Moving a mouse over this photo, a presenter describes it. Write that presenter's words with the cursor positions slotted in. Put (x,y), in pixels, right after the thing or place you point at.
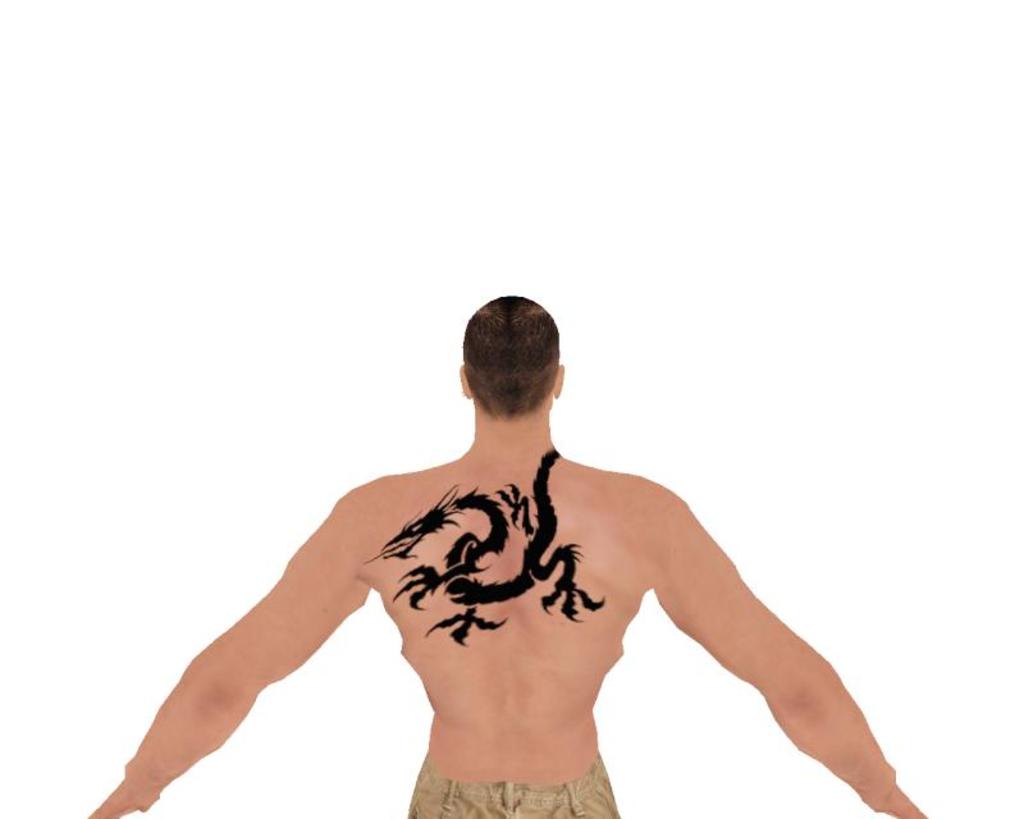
In this image we can see the depiction of a person (477,498) with the tattoo (477,498). The background of the image (991,771) is in white color.
